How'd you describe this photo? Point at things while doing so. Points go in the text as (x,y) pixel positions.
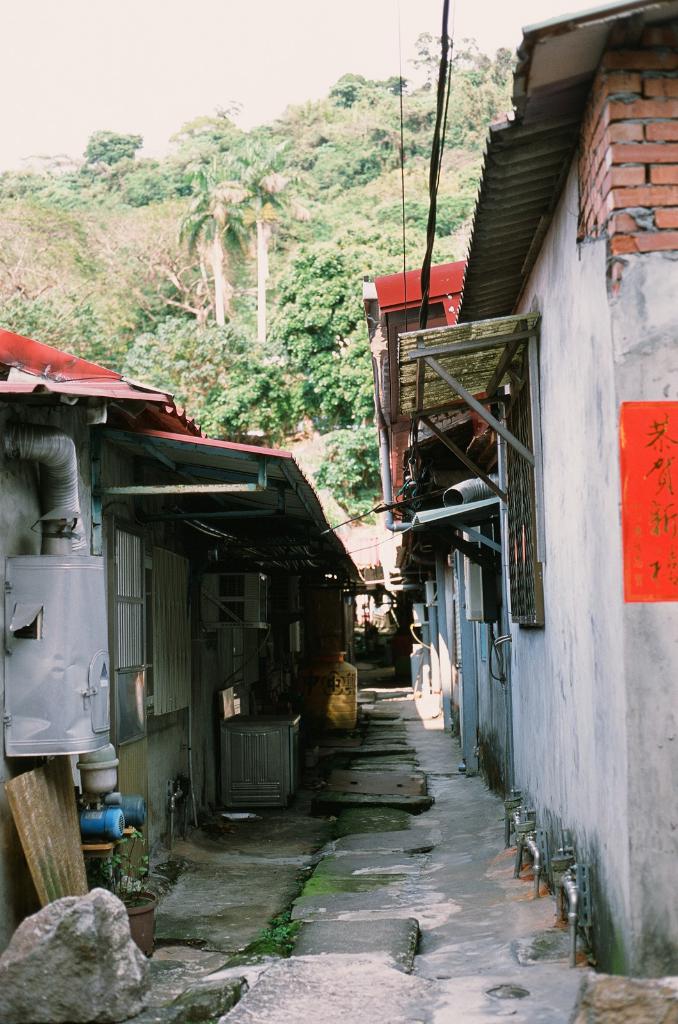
In the picture I can see buildings (314,609), wires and some other objects (87,813) on the ground (303,786). In the background (352,214) I can see trees (287,196) and the sky (188,89).
